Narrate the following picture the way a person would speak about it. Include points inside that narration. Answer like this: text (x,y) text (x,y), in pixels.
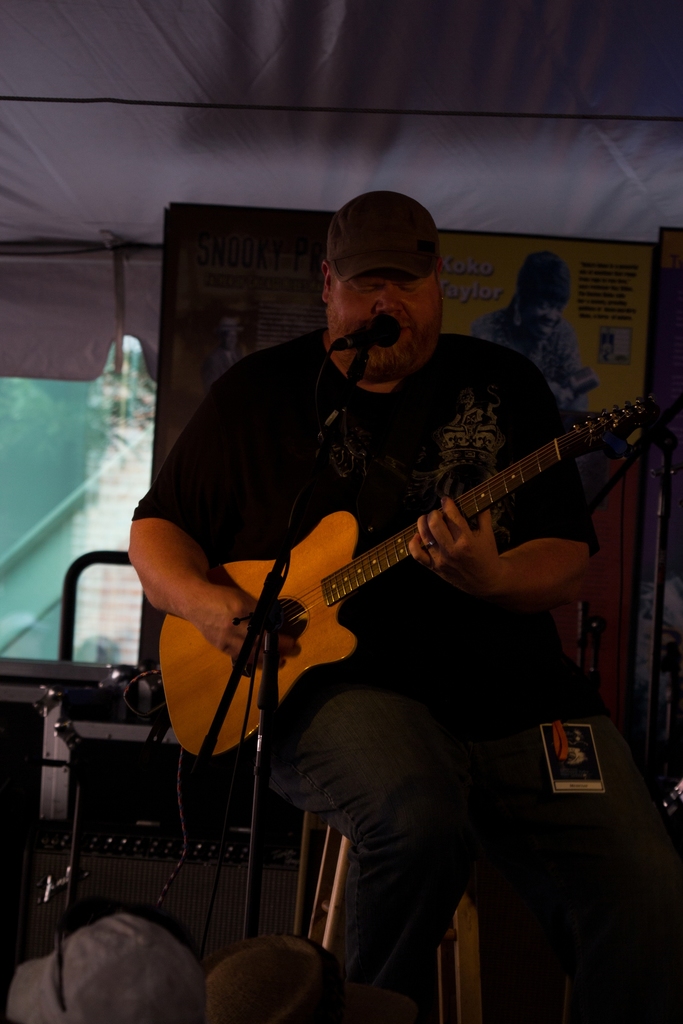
This picture shows a man (351,625) who is playing guitar (382,548) in his hands (478,548), in front of a microphone (374,337) and a stand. In the background (81,420) there is a window (81,432) here.
